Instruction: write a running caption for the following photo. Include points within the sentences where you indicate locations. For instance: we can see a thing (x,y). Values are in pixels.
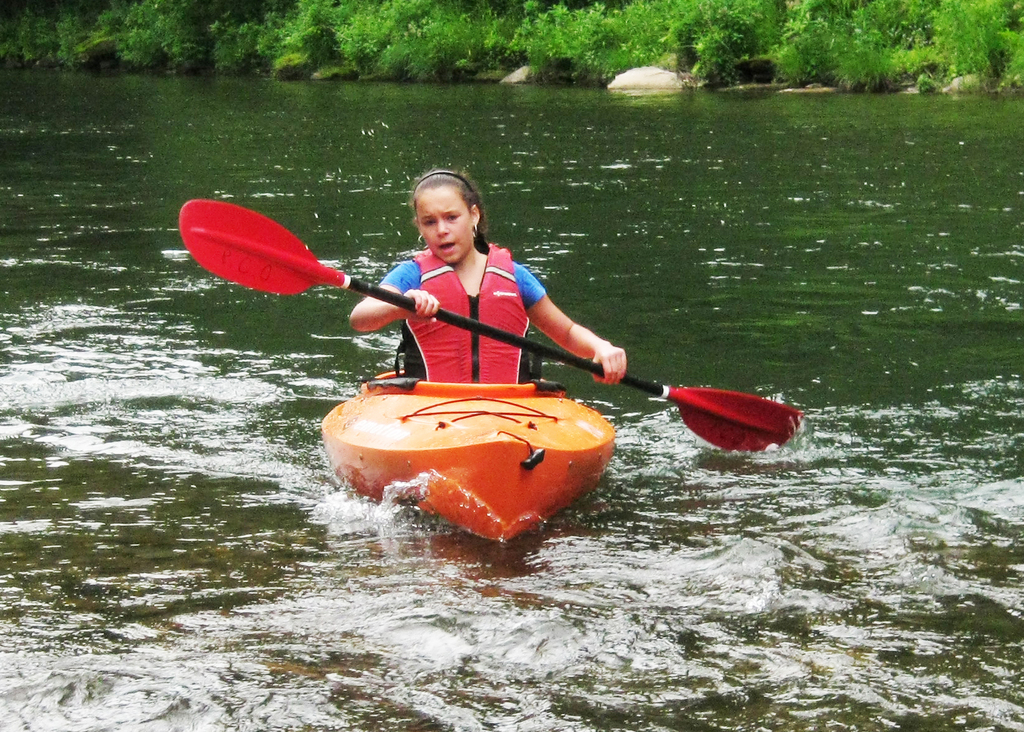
In this picture we can see a girl (494,341) rowing a boat (580,442), at the bottom (631,612) there is water (538,613), we can see a paddle (342,282) in her hand (420,292), in the background (717,18) there are some plants (520,38).
